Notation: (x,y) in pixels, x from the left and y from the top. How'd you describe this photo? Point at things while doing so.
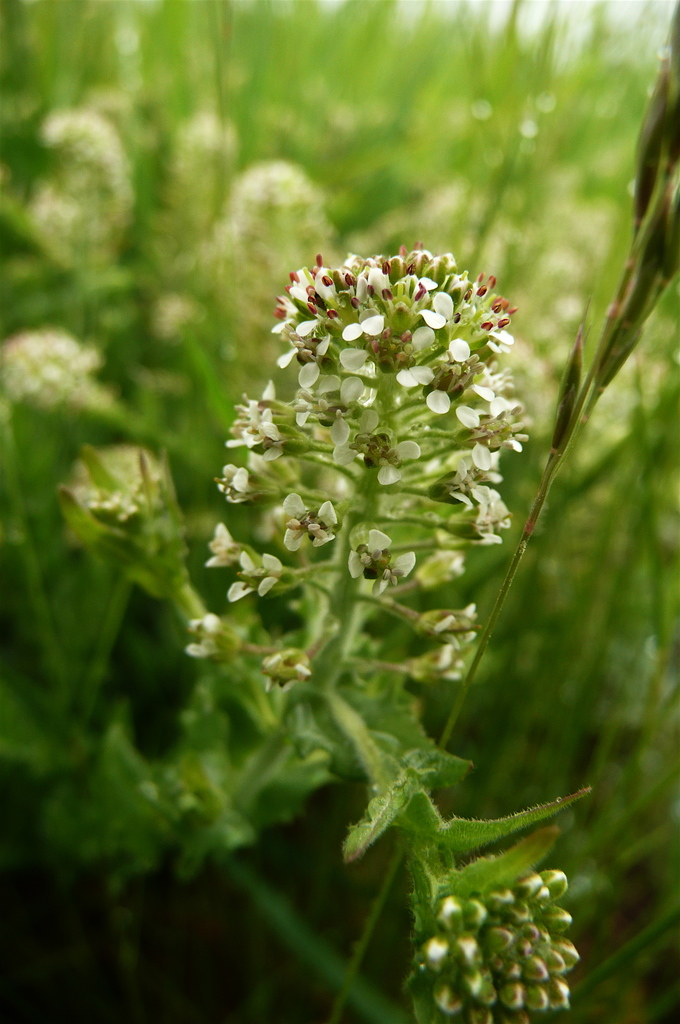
These are the flowers (310,518) of a plant (293,527).
